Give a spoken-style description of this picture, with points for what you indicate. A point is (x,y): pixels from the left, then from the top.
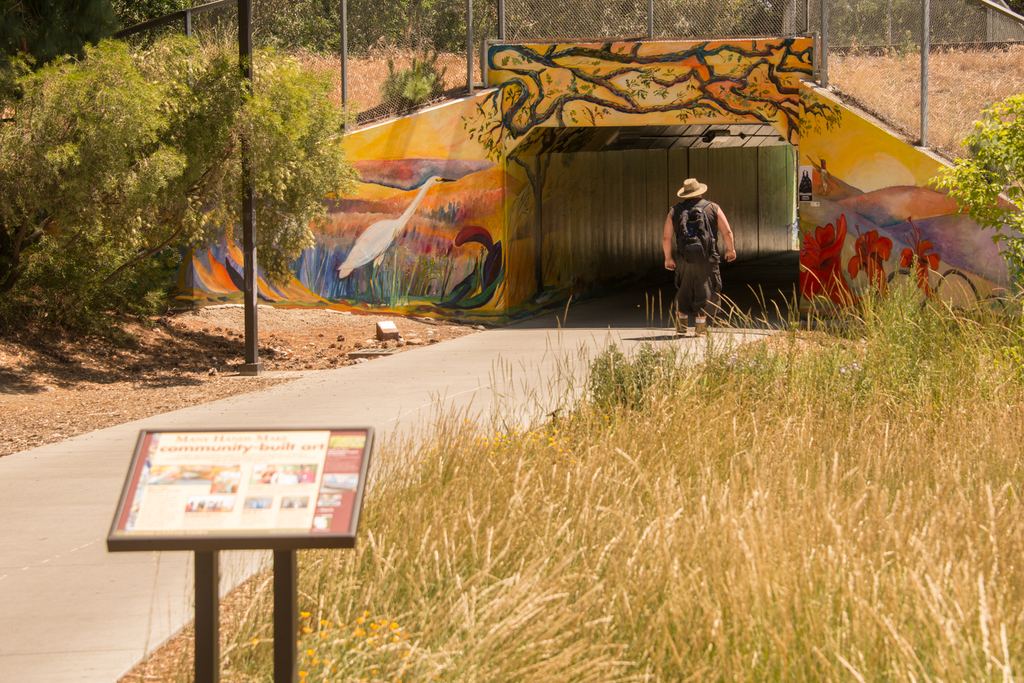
In this picture I can see there is a man (719,284) walking on the walk way (569,368) and there are some grass (756,559) here on the right side (859,581) and there is a bridge (660,116) and there are some trees (293,189) and there is a painting (428,206) on the bridge (725,173).
